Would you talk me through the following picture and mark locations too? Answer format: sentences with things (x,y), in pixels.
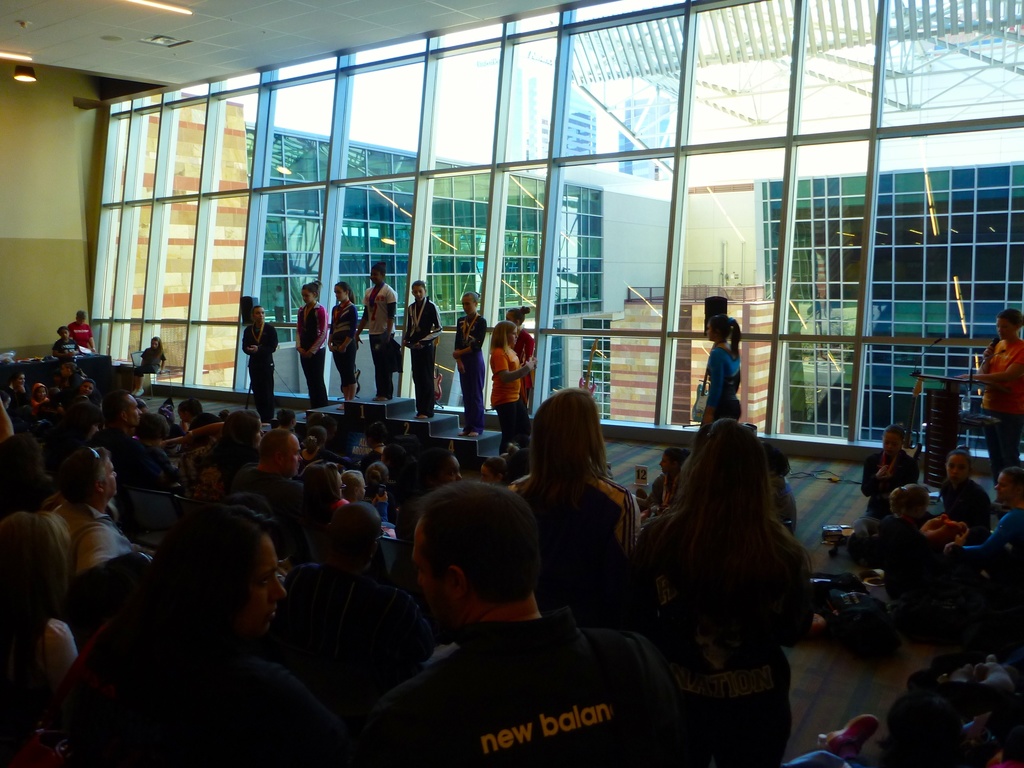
In this picture we can see a group of people (25,539) where some are standing and some are sitting on chairs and some are sitting on the floor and some are standing on a podium (333,408) and a person (988,369) holding a mic (983,353) and standing at the podium (935,397) and some objects (968,397) and in the background (172,362) we can see the lights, walls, buildings (937,322).
